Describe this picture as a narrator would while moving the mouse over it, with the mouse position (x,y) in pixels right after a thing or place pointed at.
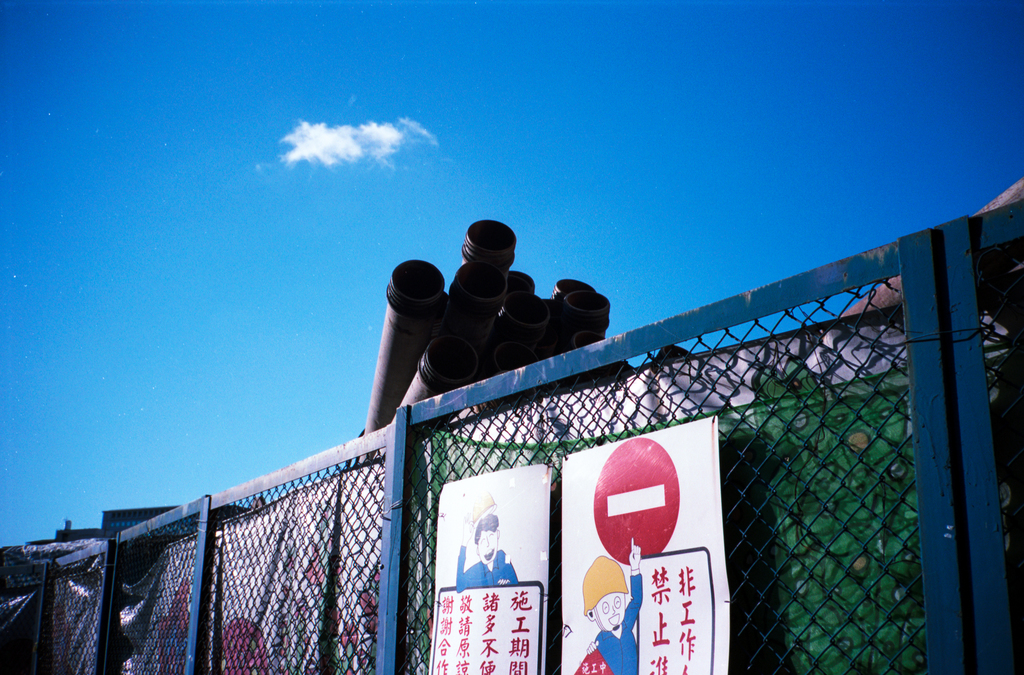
In the image there is a mesh (436,512) and there are two posters (607,494) attached in front of the mesh (755,437). Behind the mesh (534,371) there are some pipes (521,291).
